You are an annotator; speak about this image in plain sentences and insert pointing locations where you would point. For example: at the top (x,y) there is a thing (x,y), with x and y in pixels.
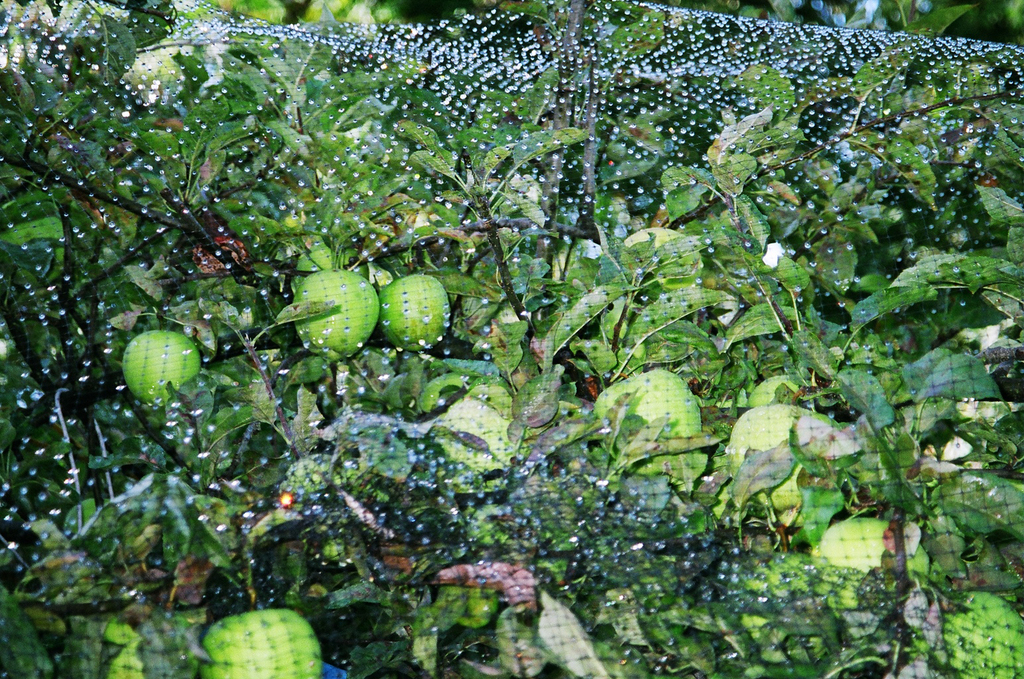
In this image we can see plants (377,283) with fruits (391,291) and there is a net (210,35).
